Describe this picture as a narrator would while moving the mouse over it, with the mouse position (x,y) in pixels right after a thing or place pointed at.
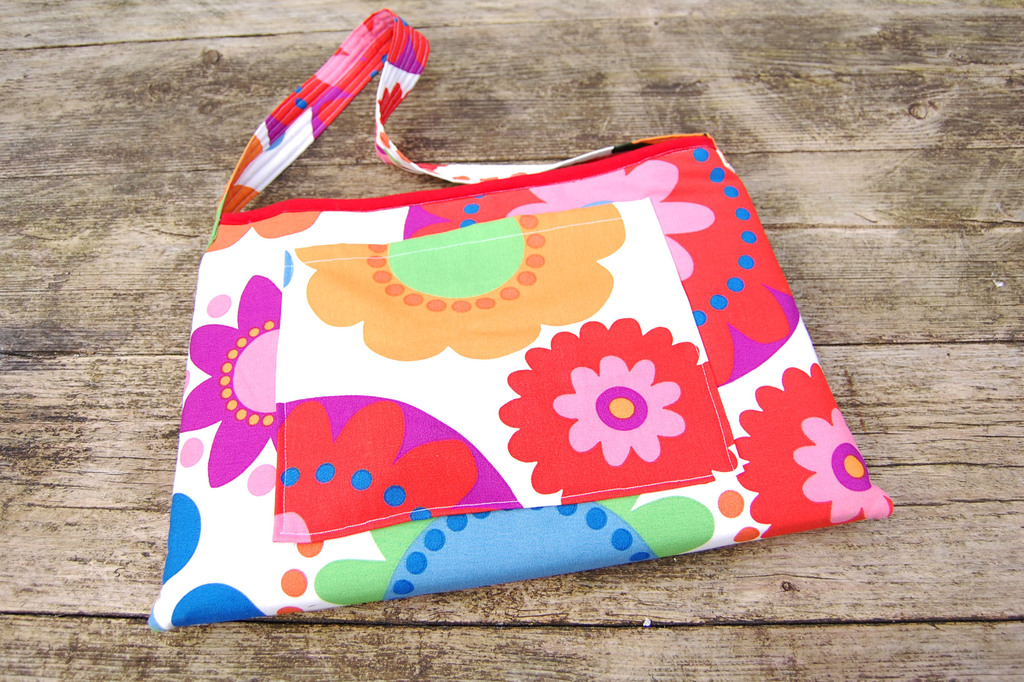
In this image I can see a handbag (267,216) and on this handbag (736,185) there is colorful prints (436,225) on it.
